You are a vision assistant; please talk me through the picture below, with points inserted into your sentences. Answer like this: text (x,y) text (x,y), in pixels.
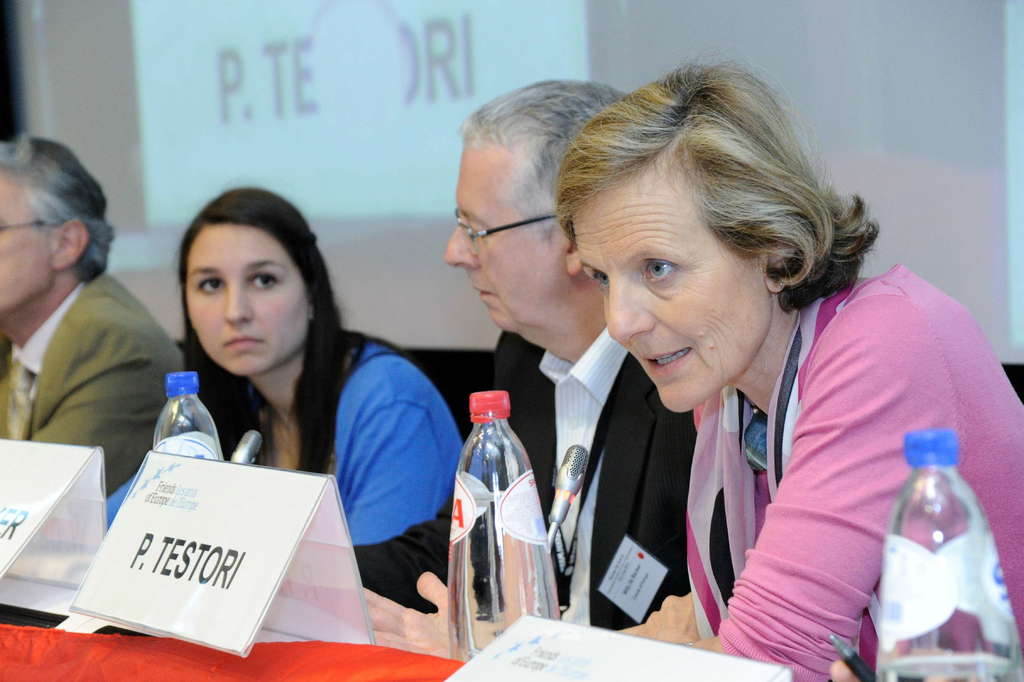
In the image we can see there are people (367,414) who are sitting on chair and on table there are water bottles (888,626).
